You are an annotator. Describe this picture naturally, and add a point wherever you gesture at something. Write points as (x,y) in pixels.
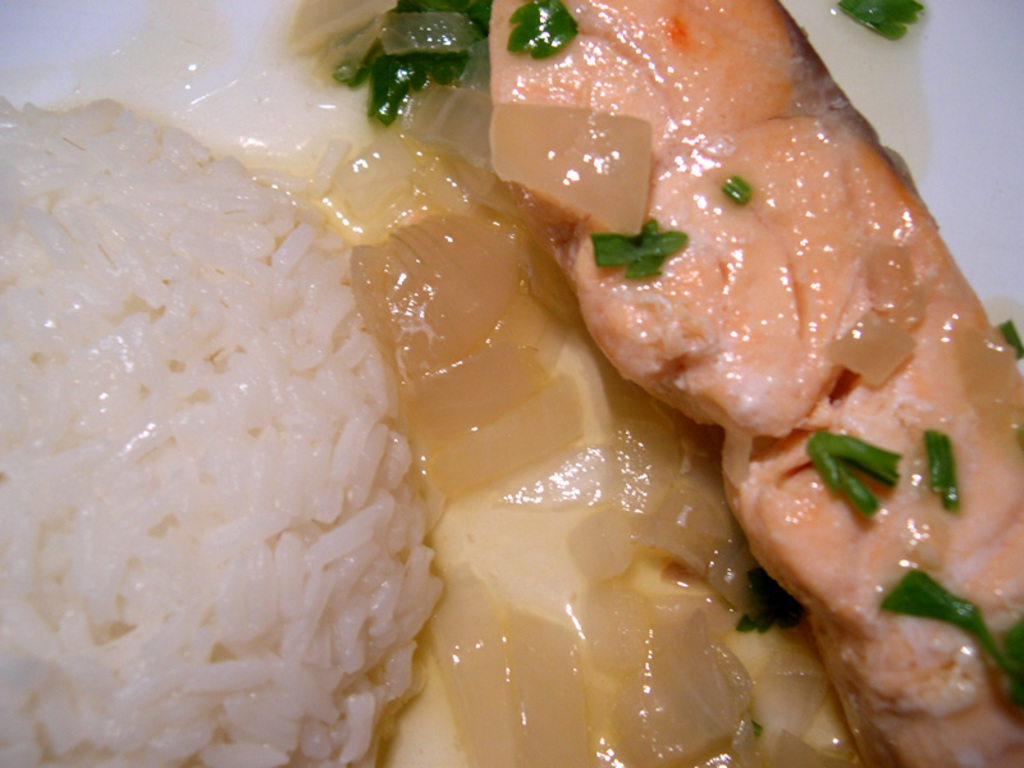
In this image it looks like a dish (347,376) in which there is rice (154,349) on the left side (162,388), beside the rice (147,370) there are onion pieces (493,436). Beside the onion pieces (503,427) there's meat (754,243) on which there are some green leaves (941,494).
